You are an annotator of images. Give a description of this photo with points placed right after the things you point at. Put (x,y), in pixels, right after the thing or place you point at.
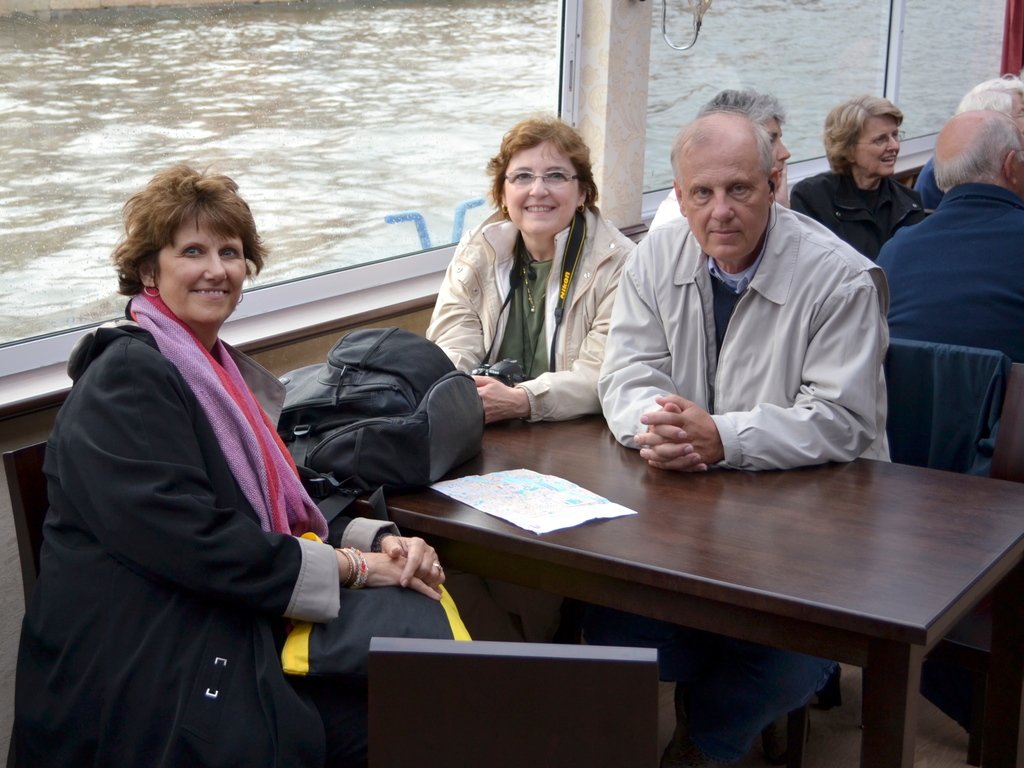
This picture shows a group of people (57,539) Seated on the chairs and we see a backpack (470,390) on the table (1021,609) and we see a water (543,104) in the canal (31,275) from the window (482,45).
